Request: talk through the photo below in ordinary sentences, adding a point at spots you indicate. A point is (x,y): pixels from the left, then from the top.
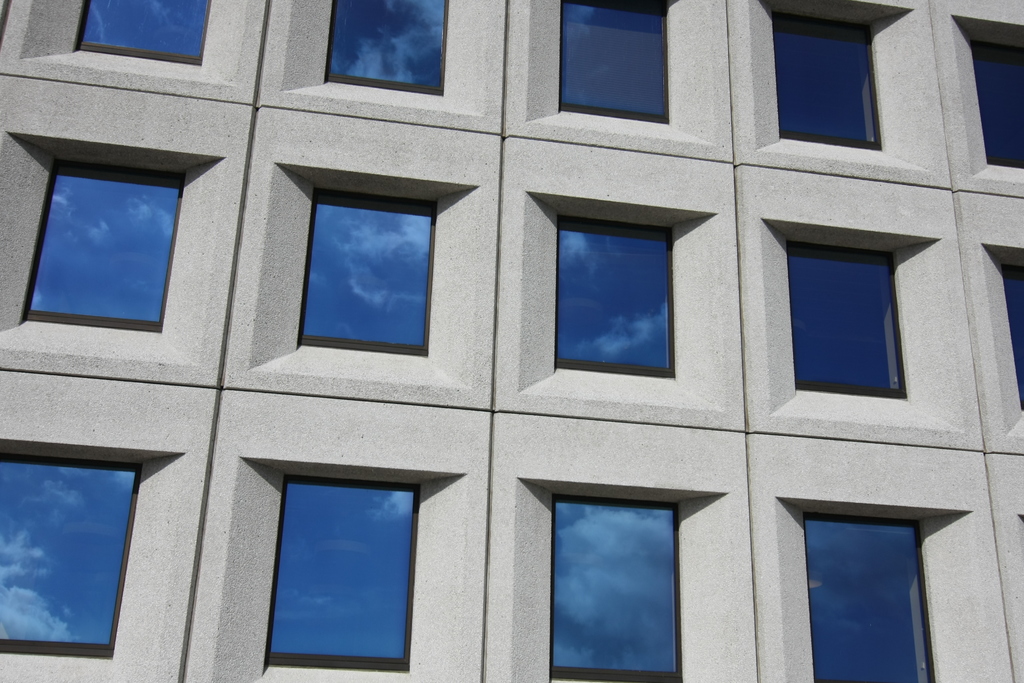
In this image there is one building (547,569) and windows (551,582), and there is a reflection (52,300) of sky (82,248) is visible in windows (162,289).
